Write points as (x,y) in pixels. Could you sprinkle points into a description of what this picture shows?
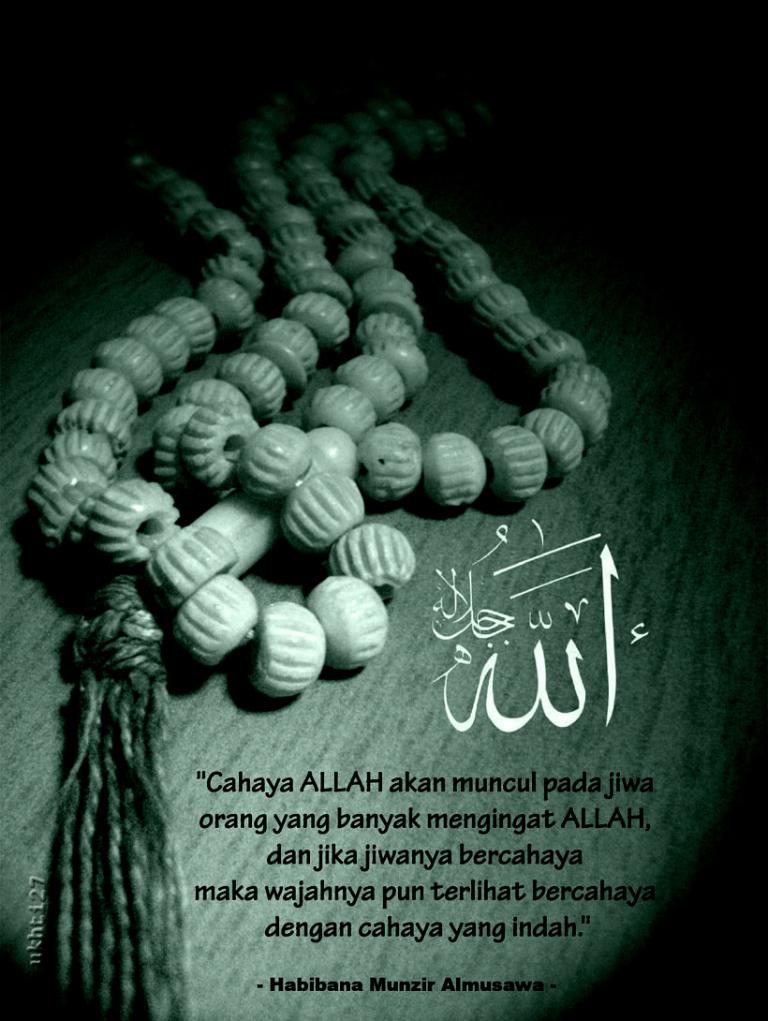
In this picture, we see a chain (381,412) which is made up of beads (547,427). At the bottom of the picture (405,896), we see some text (551,934) written. In the background (80,185), it is black in color. This picture is clicked in the dark and this might be a poster.
